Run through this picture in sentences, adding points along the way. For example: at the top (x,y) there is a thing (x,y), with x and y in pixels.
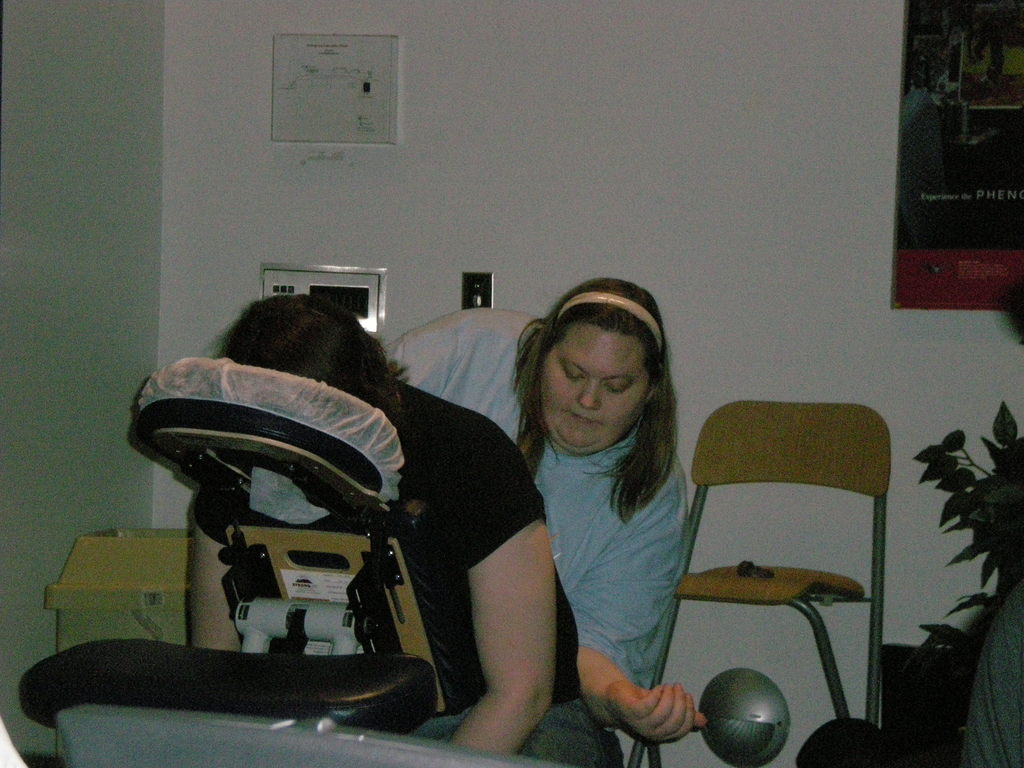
In the picture we can see a woman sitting near the instrument (160,671) and keeping her face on it and she is with a black T-shirt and behind her we can see a woman (634,677) bending and keeping her hand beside the woman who is sitting and behind and in the background (954,237) we can see the wall (817,232) with a part of the poster (987,181) and a part of the plant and besides we can see a chair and some switches (356,293) with switchboard (322,283) to the wall (314,212).
